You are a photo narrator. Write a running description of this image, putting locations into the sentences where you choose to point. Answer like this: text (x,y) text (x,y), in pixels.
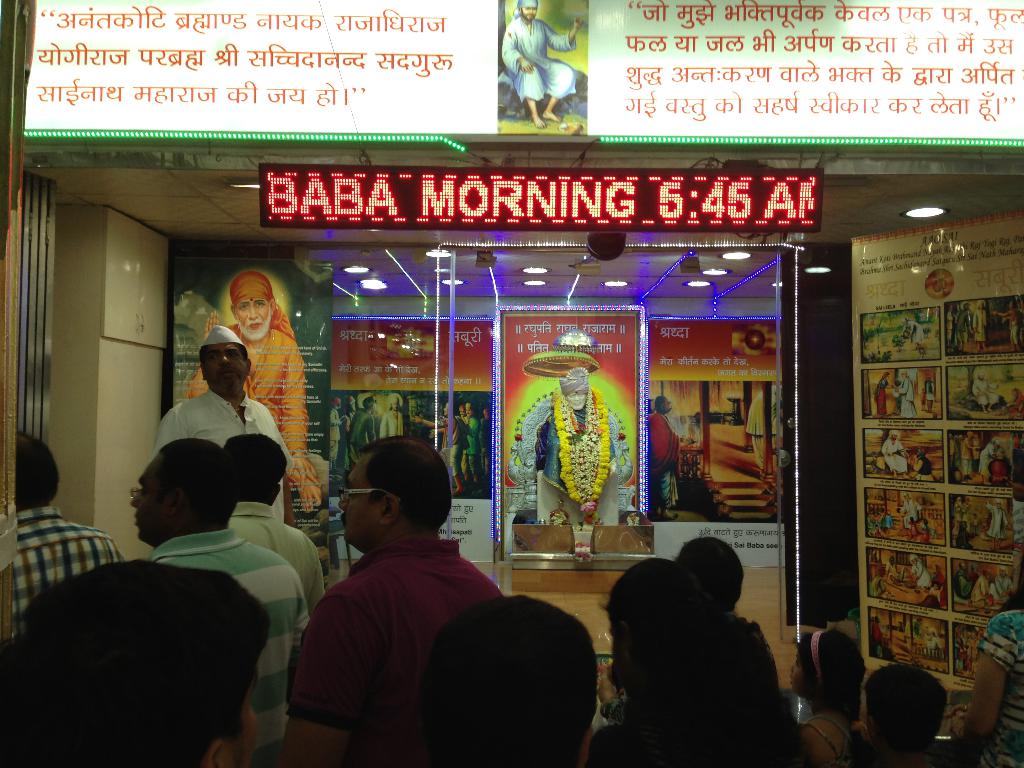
There are people (264,435) at the bottom side of the image (218,540) and there is a statue (573,382) in the center of the image (602,489) and there are lights (493,478) and posters (330,276) in the image.
